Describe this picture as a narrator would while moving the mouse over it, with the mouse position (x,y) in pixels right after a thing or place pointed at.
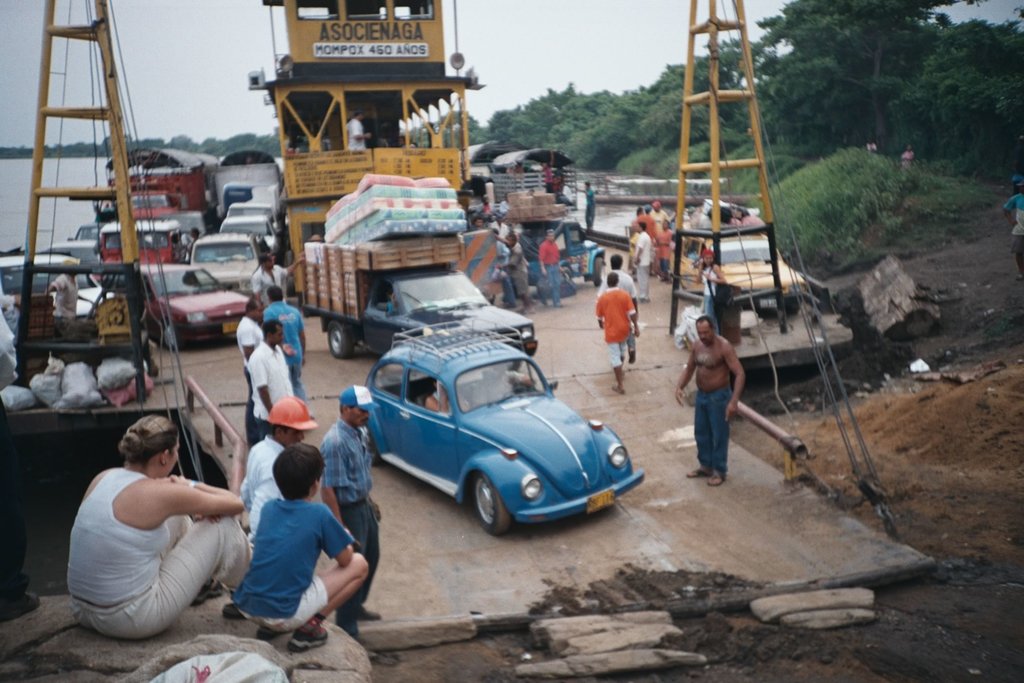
In this image we can see there are few vehicles (400,359) and few people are on the road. On the left side of the image (23,191) there is a river (21,178). In the background (70,156) there are trees (70,156) and a sky (214,52).
